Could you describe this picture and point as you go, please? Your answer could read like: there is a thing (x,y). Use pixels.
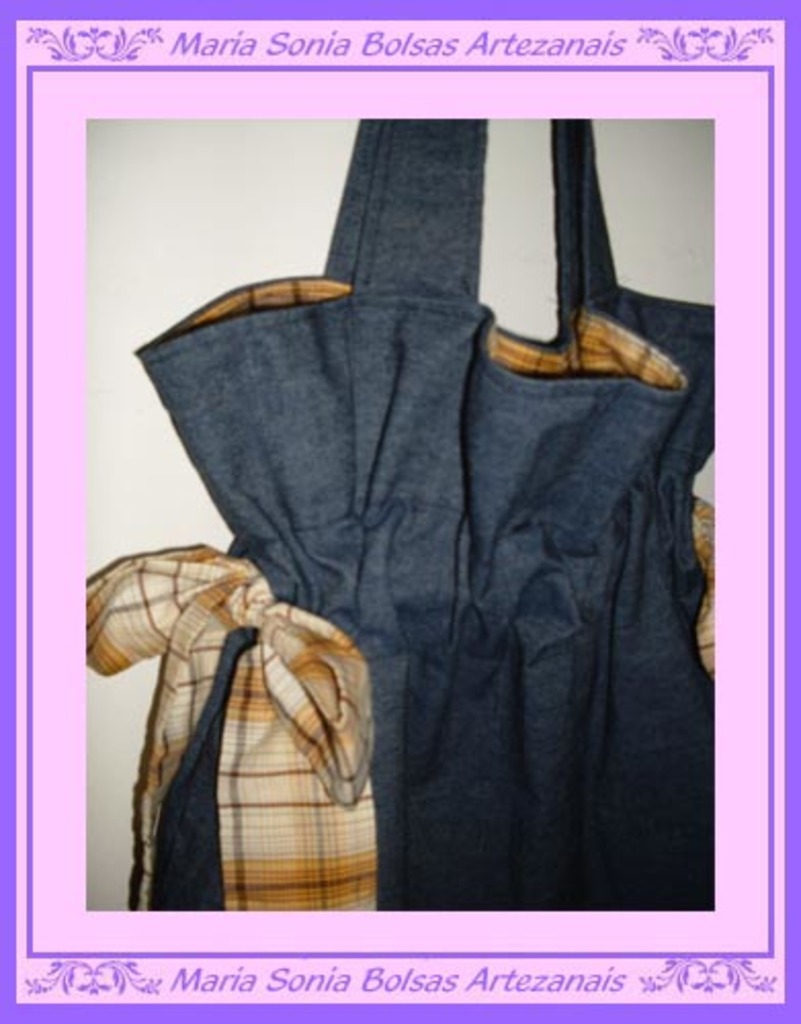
This is a poster (377,541) where we can see cloth (399,584) in it.
